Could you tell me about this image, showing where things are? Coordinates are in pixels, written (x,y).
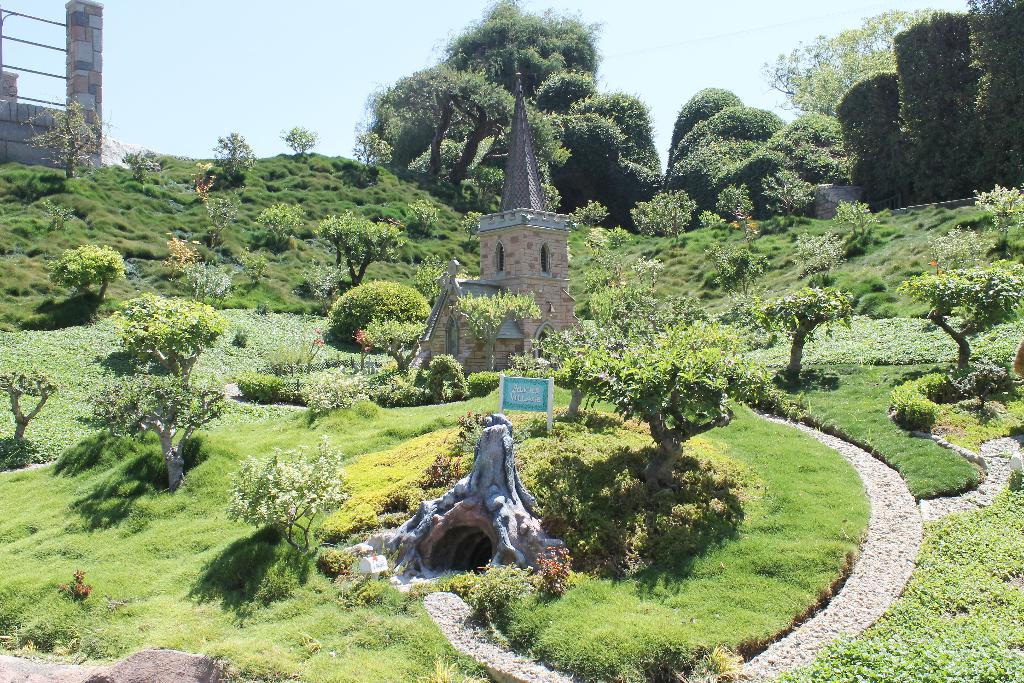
In this image we can see a building (523,118) with windows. We can also see a statue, signboard (501,397), a group of trees (563,349), plants (383,467), grass (736,544), a pillar (92,51) with some metal poles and the sky (178,75).
